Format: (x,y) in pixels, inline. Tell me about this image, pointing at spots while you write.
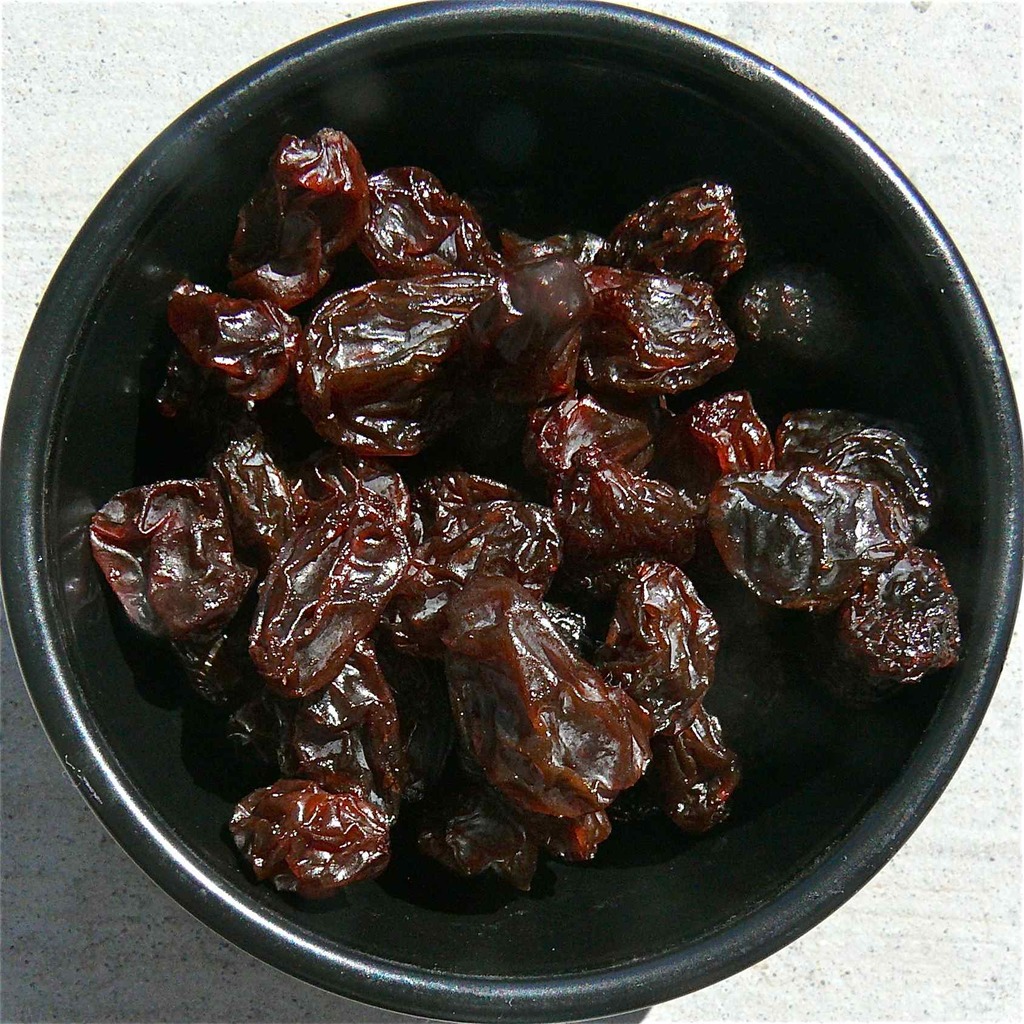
In this image we can see food (372,460) in a bowl (798,272). The bowl (752,248) is placed on a white surface (944,894).
